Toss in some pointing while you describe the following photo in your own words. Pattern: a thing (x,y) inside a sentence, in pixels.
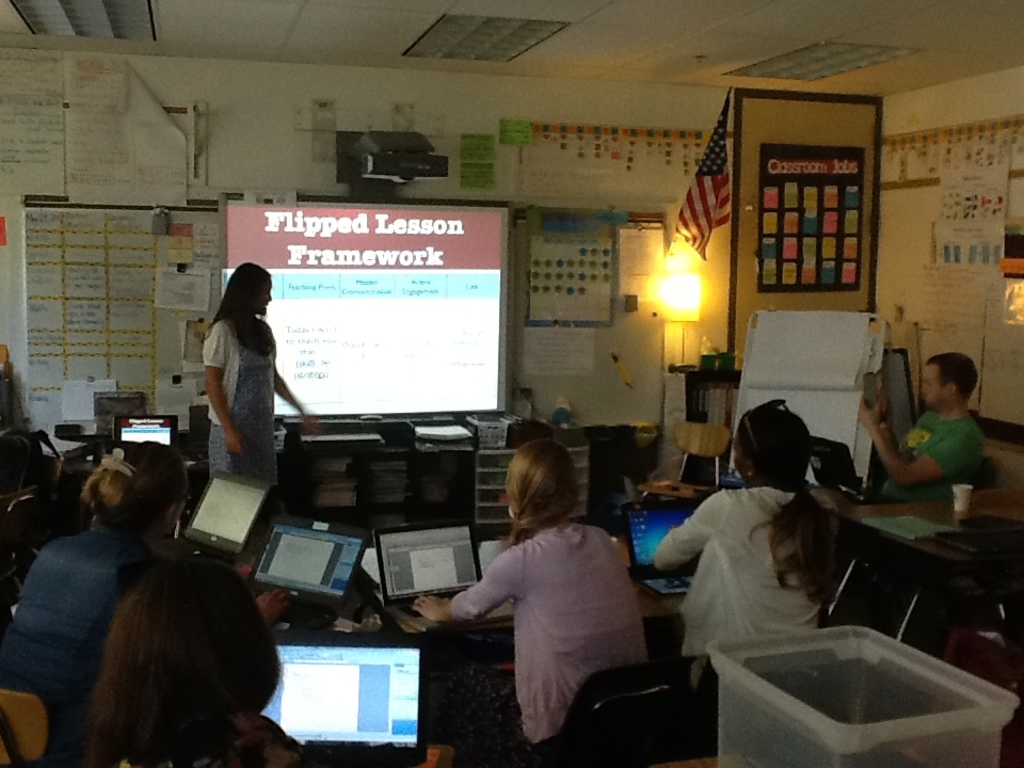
In this image there are some persons (262,613) sitting with some laptops (412,568) in the bottom of this image (581,564). there is one women (255,395) standing on the left side of this image (242,401), and there is a screen (386,318) in the middle of this image (419,363) and there is a wall (646,401) in the background (115,333) as we can see there are some posters (580,293) attached onto this wall (518,147), and there is a projector (418,151) is on the top of this image (417,155). There is a flag (702,228) and a light (696,296) on the right side of this image (684,280).
